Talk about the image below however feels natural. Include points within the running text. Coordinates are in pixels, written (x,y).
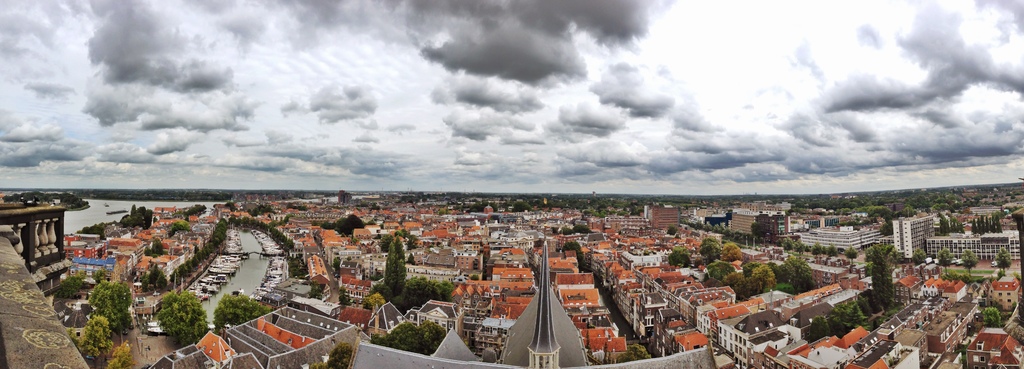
In this picture I can see buildings (669,291), trees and the sky (591,92) in the background (559,87). On the left side (277,283) I can see water (244,277) and boats (232,263).
